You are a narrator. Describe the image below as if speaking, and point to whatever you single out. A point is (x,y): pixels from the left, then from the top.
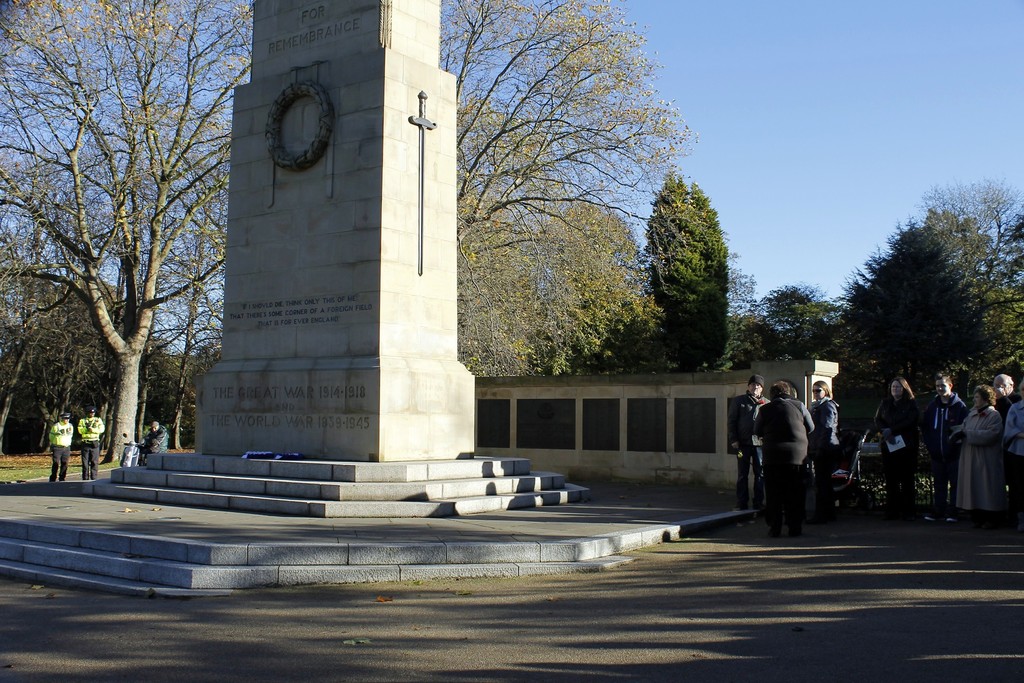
In front of the image there is a memorial stone (414,289). On the right side of the image (788,408) there are a few people (791,422) standing, behind the stone (470,393) there is a wall (554,379). In the background of the image (574,279) there are trees (482,279). On the left side of the image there are two officers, and a person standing by holding a bike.
